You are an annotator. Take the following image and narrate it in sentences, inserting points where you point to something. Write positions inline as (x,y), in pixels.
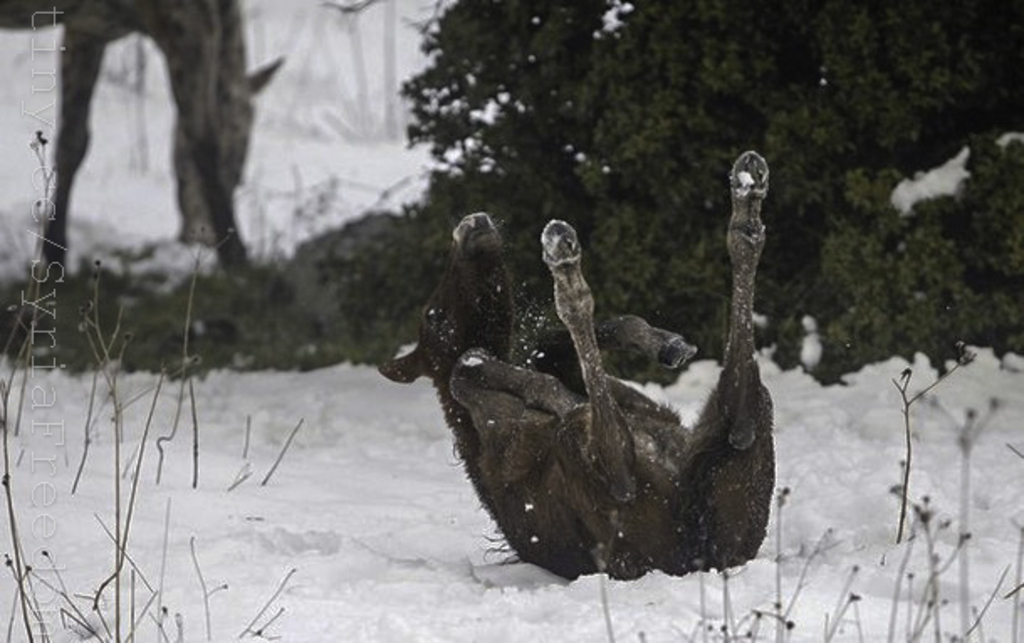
In the foreground of the picture (500,453) there are plants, snow (219,479) and an animal (543,391). In the background (452,180) there are plants (729,21), snow (263,110) and an animal (214,110). At the top (199,64) it is blurred. On the left (51,27) there is text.
